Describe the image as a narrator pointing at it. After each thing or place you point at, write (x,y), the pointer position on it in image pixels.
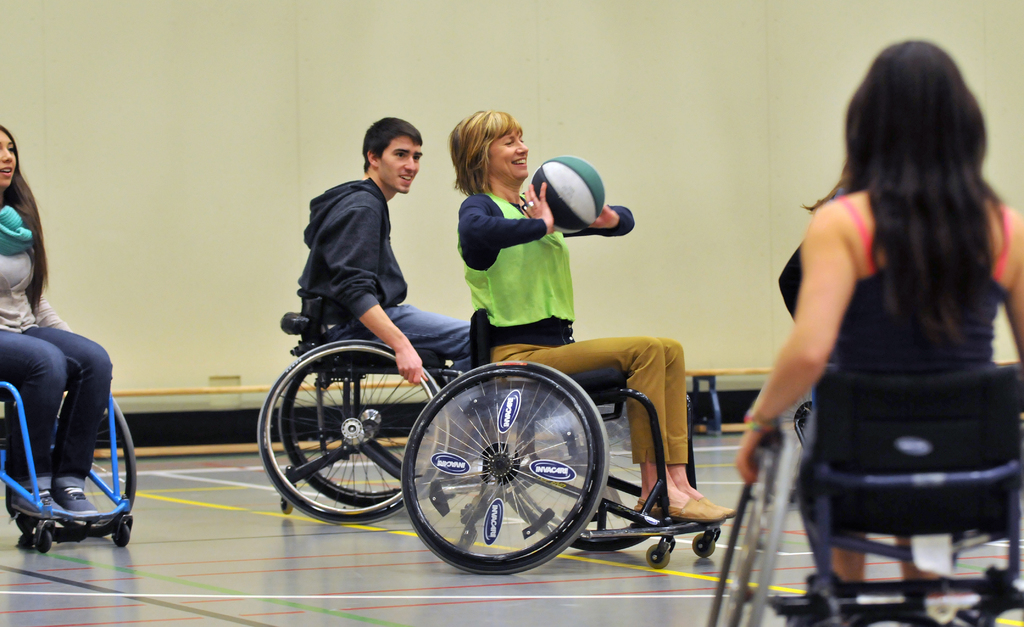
In this image, we can see persons (465,274) wearing clothes (18,265) and sitting on wheelchairs (430,456). There is a person (512,143) in the middle of the image (606,343) holding a ball (582,217) with her hands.
